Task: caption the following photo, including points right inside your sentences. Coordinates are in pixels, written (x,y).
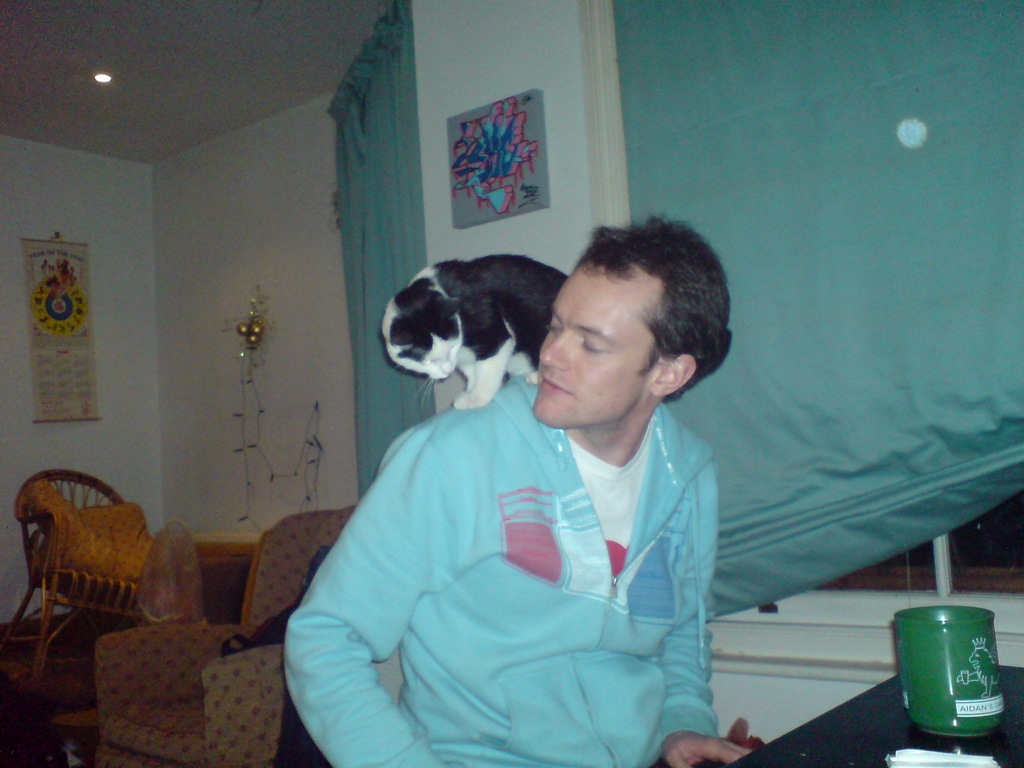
In this image in the center (576,395) there is one person (549,534) who is sitting and there is one cat (473,341) on him, on the right side (896,708) there is one table (933,735). On the table (851,729) there is one mug (971,673), and on the left side (151,568) there are some chairs (199,678). And in the background (240,303) there is a wall (136,298), on the wall (107,285) there is calendar (82,321), lights (245,487), photo frame (480,154) and some curtains (672,159).
